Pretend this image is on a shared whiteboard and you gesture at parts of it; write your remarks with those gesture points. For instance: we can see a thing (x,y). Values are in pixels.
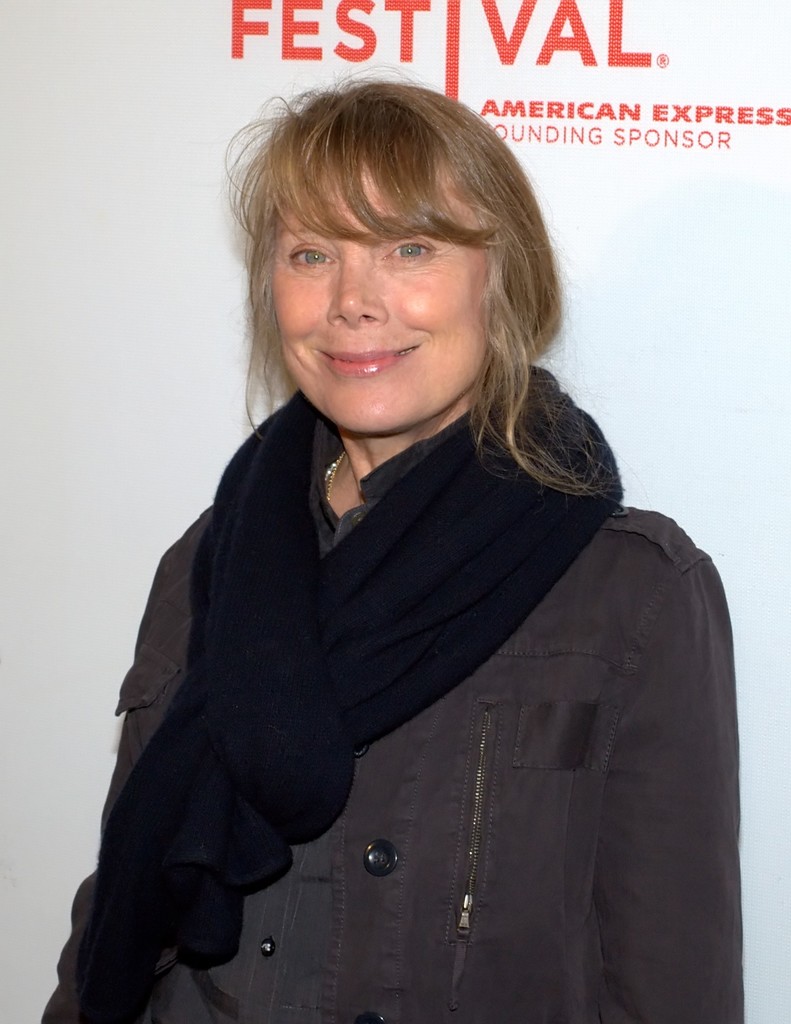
In this image we can see there is a person (278,385) standing and at the back (592,53) it looks like a banner (511,35) and text (603,107) written on it.
